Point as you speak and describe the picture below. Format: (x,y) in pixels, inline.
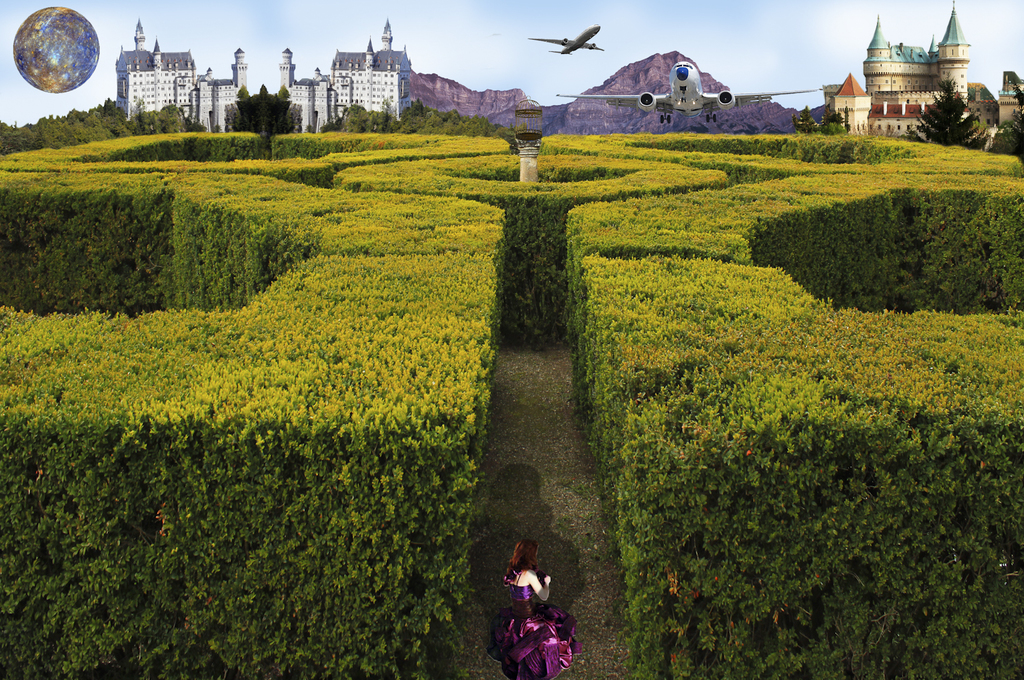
Here this picture looks like an edited image, in which in the front (546,588) we can see a woman (543,621) standing on the ground (582,630) and we can see bushes (243,454) covered all over there in front of her and we can see airplanes (651,95) flying in the air (573,74) and we can also see buildings (342,71) present in the far and we can also see plants (199,129) and trees (353,130) present and we can see mountains (626,86) in the far and we can see sky (532,50) is cloudy and on the left side (59,70) we can also see a globe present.
